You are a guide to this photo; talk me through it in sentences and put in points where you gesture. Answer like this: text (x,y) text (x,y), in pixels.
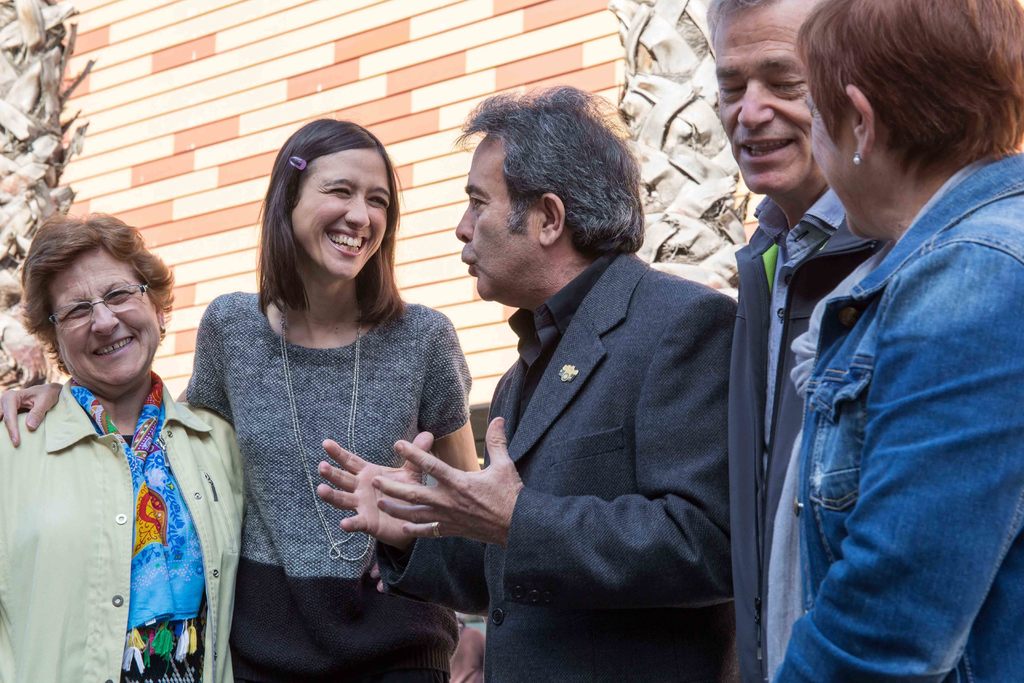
In the image in the center (443,383), we can see a few people (452,396) are standing and they are smiling, which we can see on their faces (729,56). In the background (451,89) there is a wall (505,89) and tree trunks (682,69).
